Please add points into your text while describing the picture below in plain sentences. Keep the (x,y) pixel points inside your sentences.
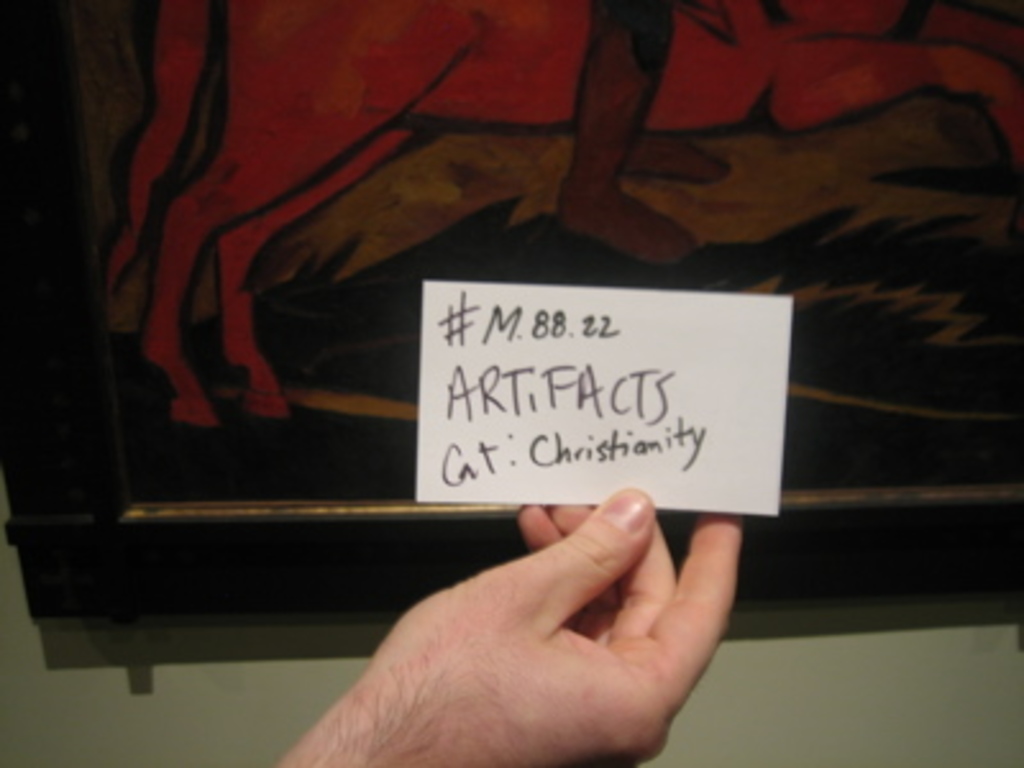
In this picture, we see a hand (603,636) of a person (652,579) holding a white card (552,484) with some text (561,377) written on it. In the background (256,737), we see a white wall (215,728) on which a photo frame (512,279) is placed. This photo frame (906,501) is in brown and black color.
